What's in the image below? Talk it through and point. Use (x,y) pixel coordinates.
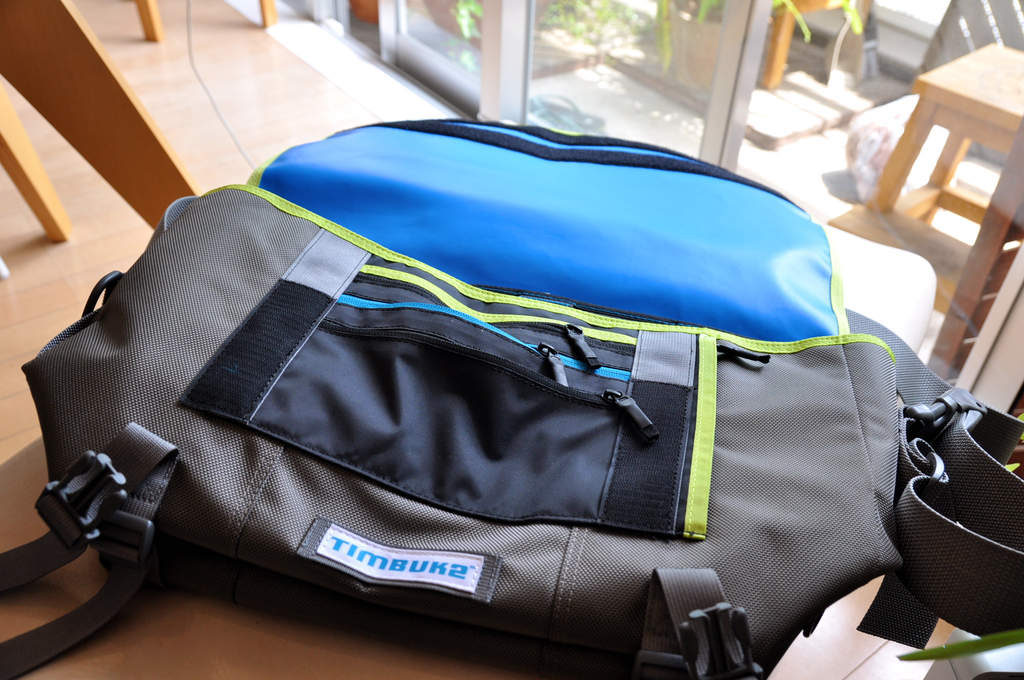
In this image in the center (578,270) there is a bag (222,500), and at the bottom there is floor (44,306). And in the background (198,27) there are glass windows (541,107), chairs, stools (960,62), plants (861,31), floor (791,159) and some objects (864,138).
